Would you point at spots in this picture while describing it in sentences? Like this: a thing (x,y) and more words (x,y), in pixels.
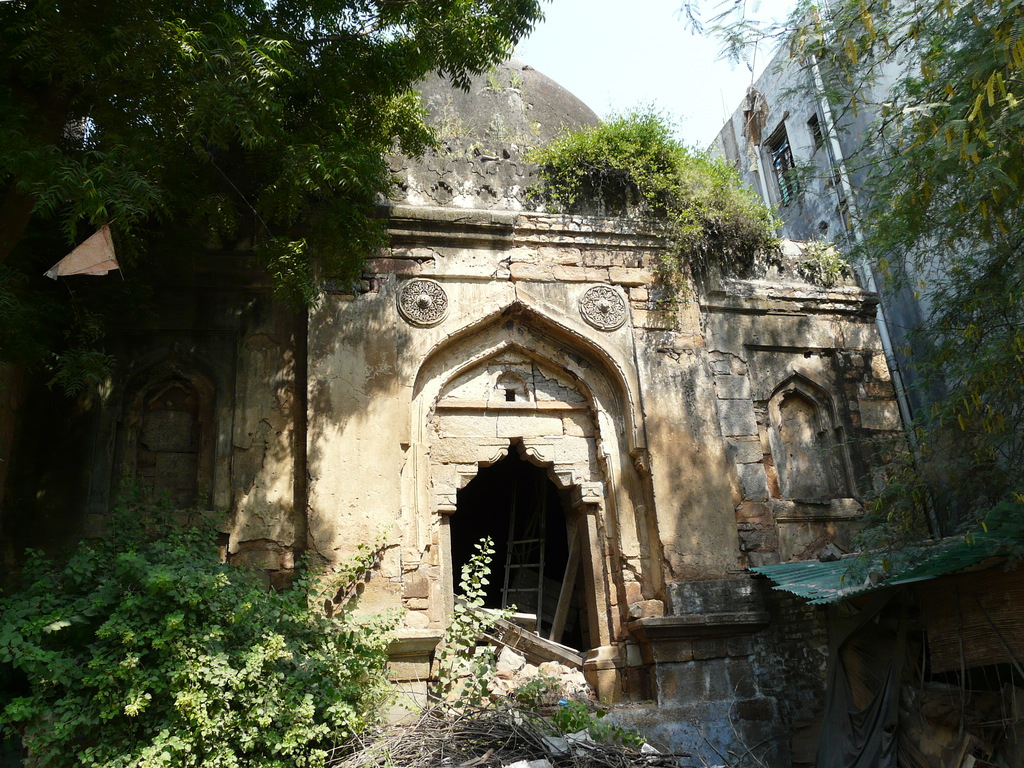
In this picture we can see an ancient architecture (336,383), building (832,109), trees (955,232), plants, ladder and objects (777,572). In the background of the image (627,71) we can see the sky (626,52).
